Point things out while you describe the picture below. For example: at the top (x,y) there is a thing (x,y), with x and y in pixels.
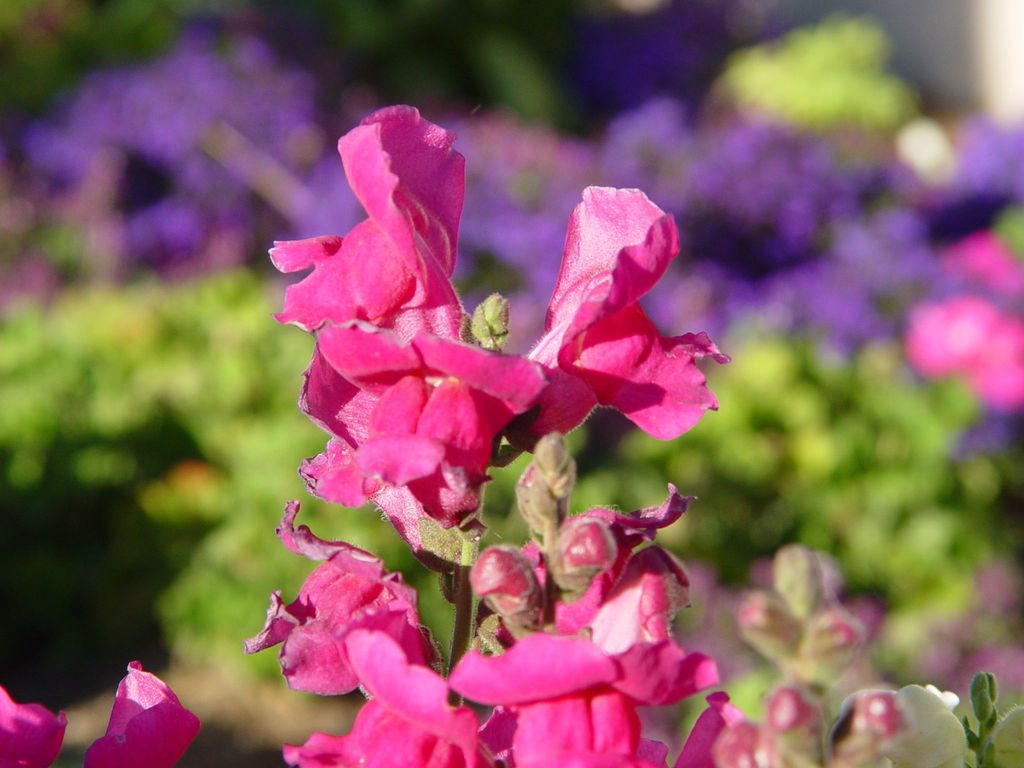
In this image we can see a bunch of pink flowers (372,365) and there are buds (556,489) on it. And at the back (497,125) it is blurry.
